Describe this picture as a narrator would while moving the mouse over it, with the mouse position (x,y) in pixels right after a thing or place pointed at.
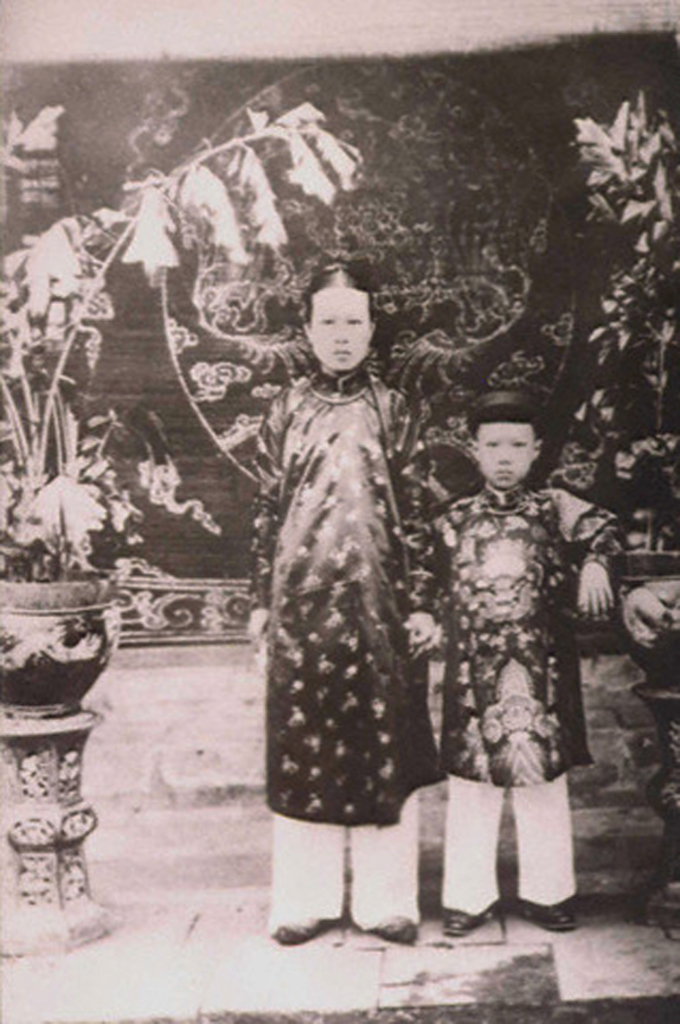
This is a black and white picture, in this image we can see two persons (384,699) standing on the ground (119,954), there are some potted plants (40,688) on the stands (53,819), in the background (553,224) we can see the wall (488,259).
